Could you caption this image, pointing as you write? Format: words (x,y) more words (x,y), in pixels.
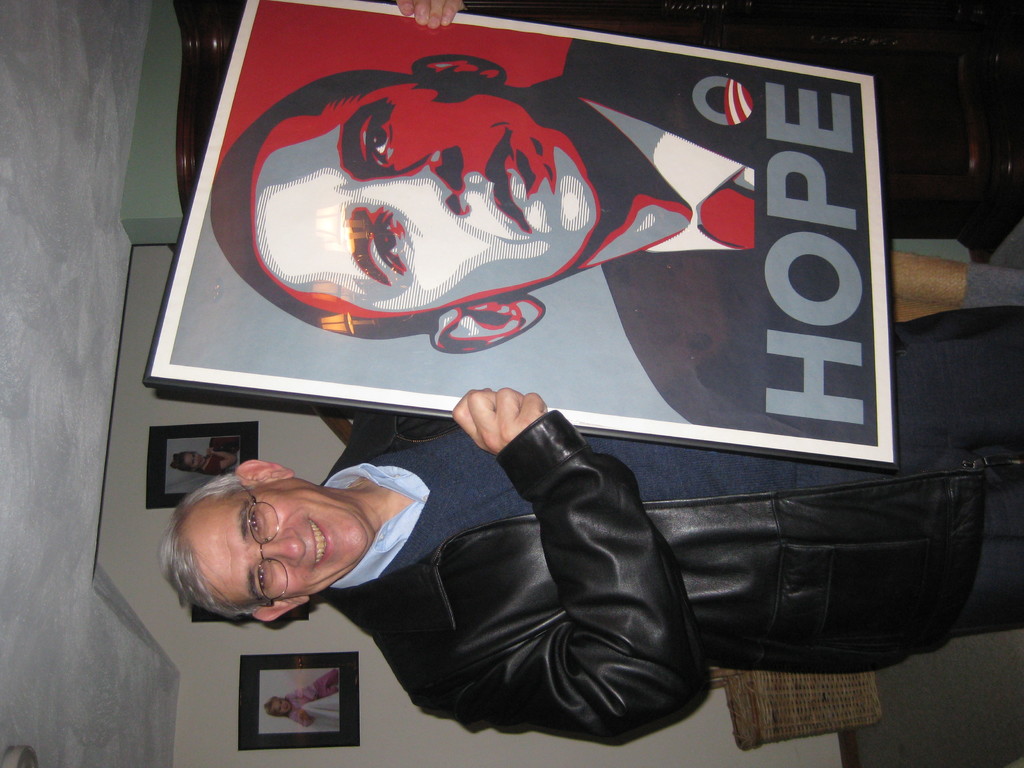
In this image in the center (605,460) there is one person (609,503) who is standing, and he is holding a photo frame (400,311) and on the photo frame (448,291) there is one person's head (499,258) is visible and there is text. In the background (321,657) there are some photo frames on the wall (469,737), and there is a cupboard (971,120). At the top of the image (971,101) and there is wall (709,733), and on the left side of the image (61,321) there is ceiling (99,358) and in the background (773,708) there is one basket (815,720). On the right side of the image (948,703) there is floor (967,666).
